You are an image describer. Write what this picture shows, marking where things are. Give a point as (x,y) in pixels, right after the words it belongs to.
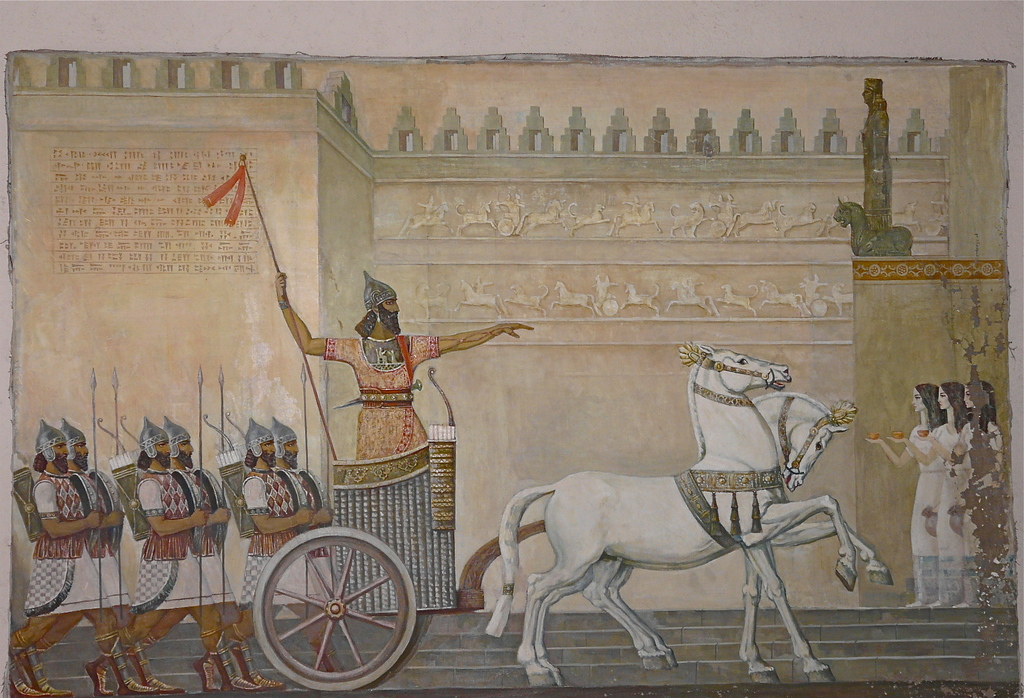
This is the picture of a painting (718,567).
